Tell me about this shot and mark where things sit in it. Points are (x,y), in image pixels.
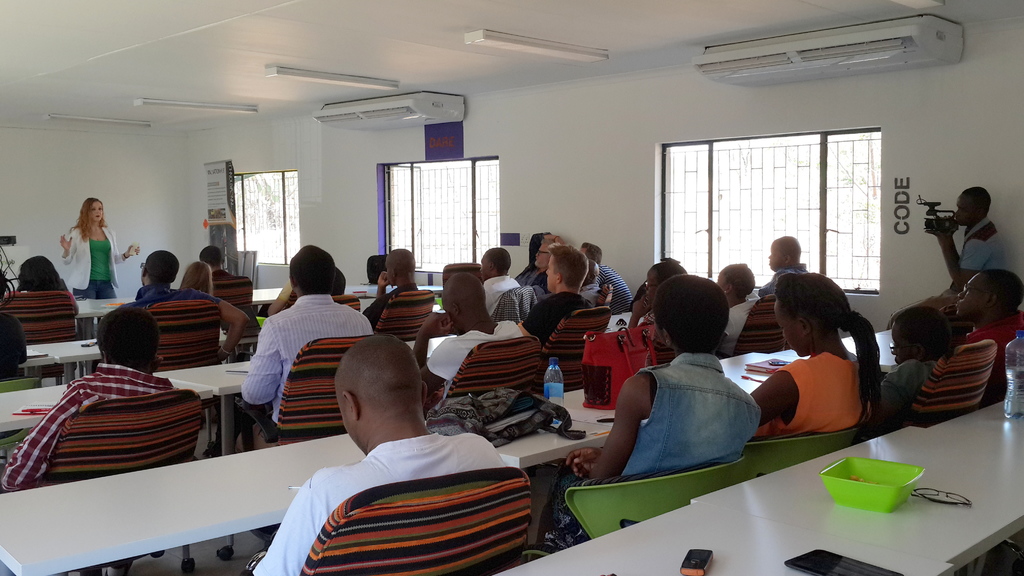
This picture is clicked in a conference hall (212,568). Here, we see many people (406,409) sitting on chair (275,435) in front of table (296,474). Woman (87,220) in green t-shirt (101,270) and white blazer (86,255) is talking to the people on the opposite side. On background (333,175), we see a white wall (356,210) and three windows (716,230). Man (947,241) on the right corner of the picture (931,214) is holding a video camera (924,220) in his hands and he is taking video in it. On the right bottom (880,471), we see a table (890,527) on which bowl (919,478), spectacles (938,498), water bottle (1016,411) and mobile phone (799,566) are placed.
